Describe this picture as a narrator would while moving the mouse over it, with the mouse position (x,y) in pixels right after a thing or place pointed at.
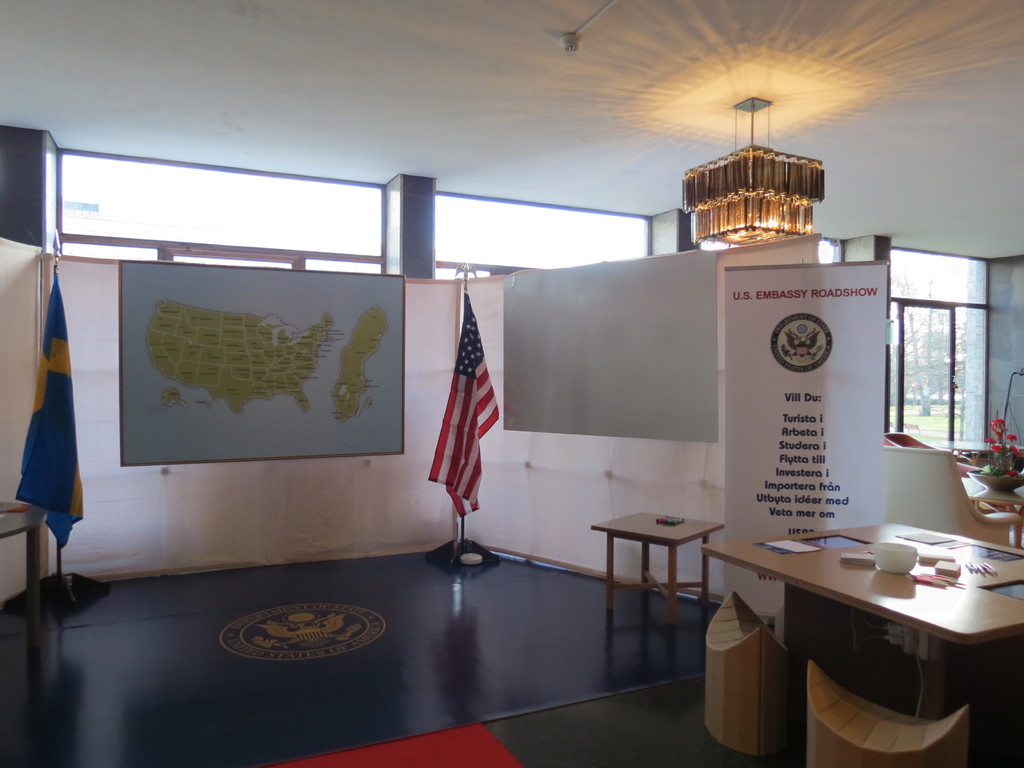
This picture is taken in a office (847,526). On the right (996,553) there is a table (990,546), on the table (986,544) there is a bowl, cards (949,572) and pens (983,573). On the top right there is a couch (902,449) and flower vase (1010,440). On the top right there is a window (962,341), where trees (930,351) can be seen. On the top (689,196) there is a chandelier (741,215). In the center of the image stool (674,529) and a hoarding (817,354). In the center of the image (470,326) there is a flag (459,358) and a map (234,351). On the left (29,525) there is a table (19,516) and a flag (53,435).
